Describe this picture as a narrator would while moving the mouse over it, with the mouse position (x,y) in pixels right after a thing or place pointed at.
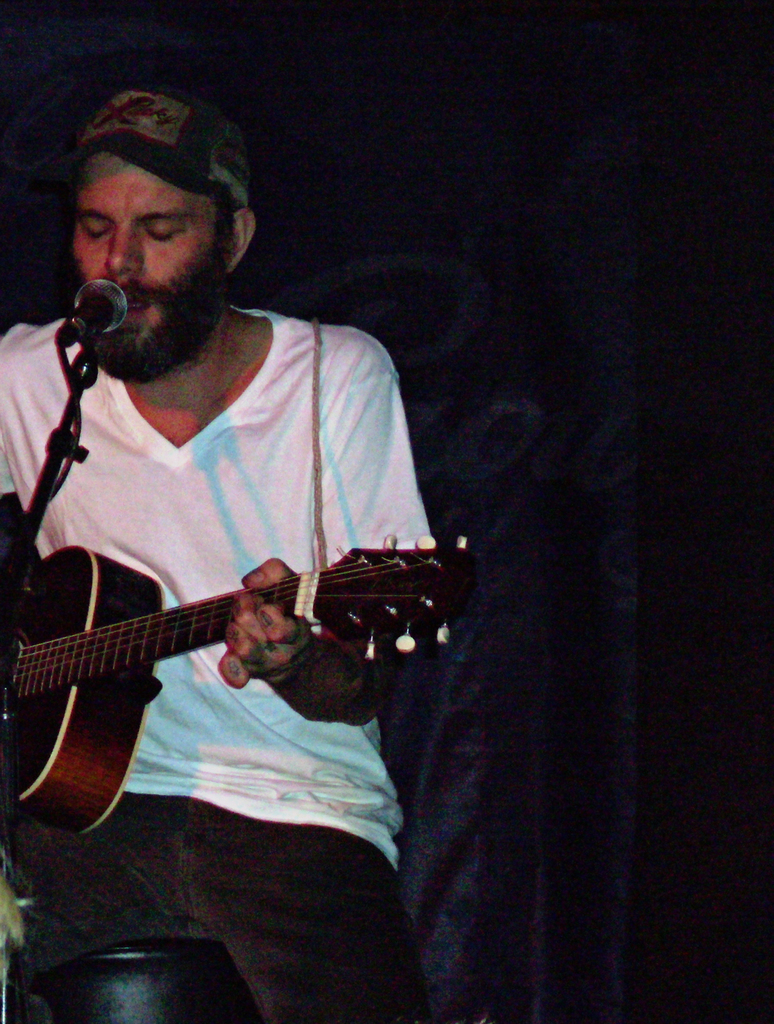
This pictures seems to be of inside. On the left (192,257) there is a man (208,421) wearing white color t-shirt (251,482), sitting, playing guitar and singing. There is a microphone (113,310) attached to the stand (54,452). The background (720,337) is very dark.
